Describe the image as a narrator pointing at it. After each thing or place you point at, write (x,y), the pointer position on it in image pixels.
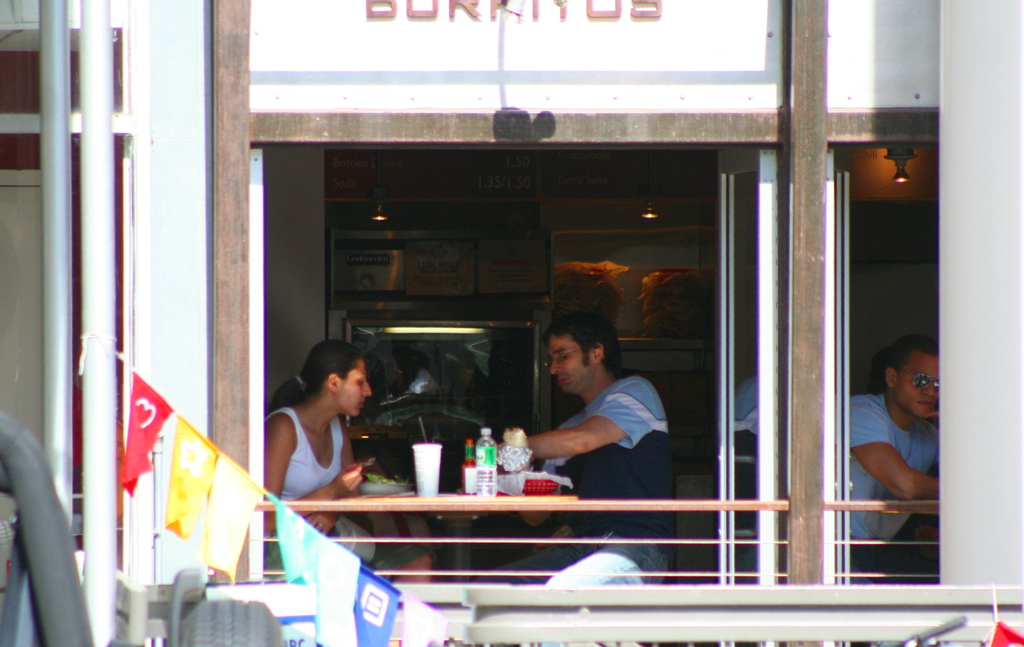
In this picture we can see decorative flags (344,576), poles (104,346), some people (304,436) are sitting on chairs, table (412,498), bottles (486,481), glass (416,463), lights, walls (680,221) and some objects (499,482).
